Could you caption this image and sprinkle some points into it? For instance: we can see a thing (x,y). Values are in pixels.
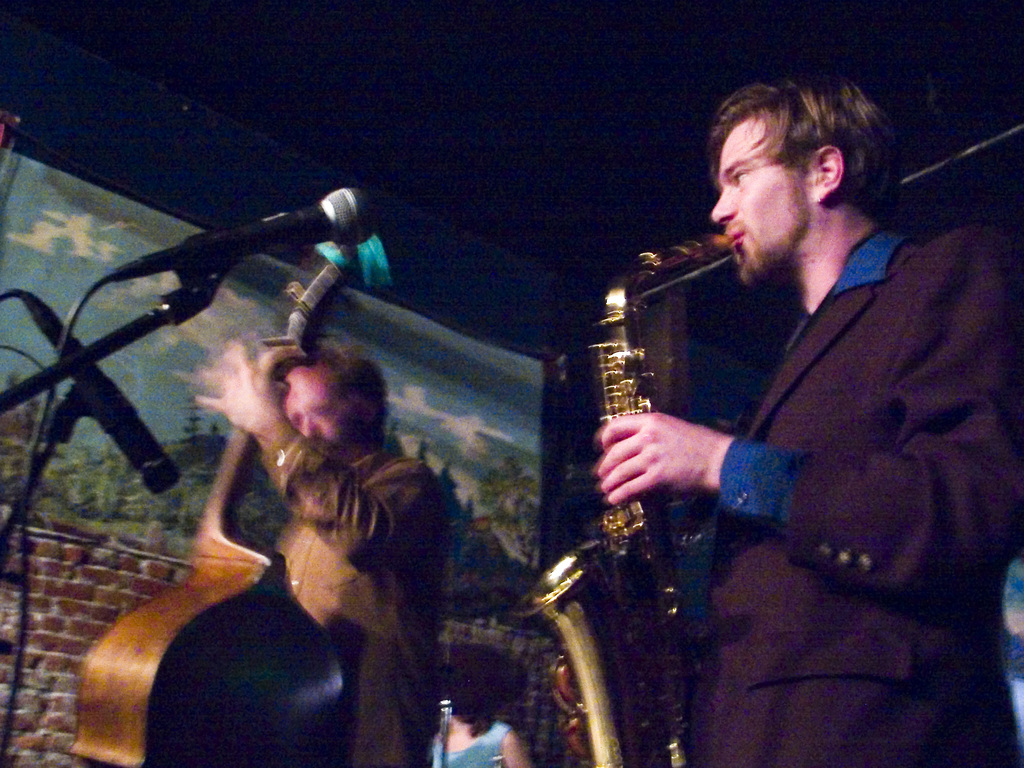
This is a picture of a band (768,489) performing. On the right (938,455) a man (824,456) is playing saxophone (624,580). In the center (358,495) a man (343,490) is playing musical instrument (243,480). On the left (69,419) there are microphones (297,210). On the background (509,93) it is dark. In the center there is a person (456,748).
